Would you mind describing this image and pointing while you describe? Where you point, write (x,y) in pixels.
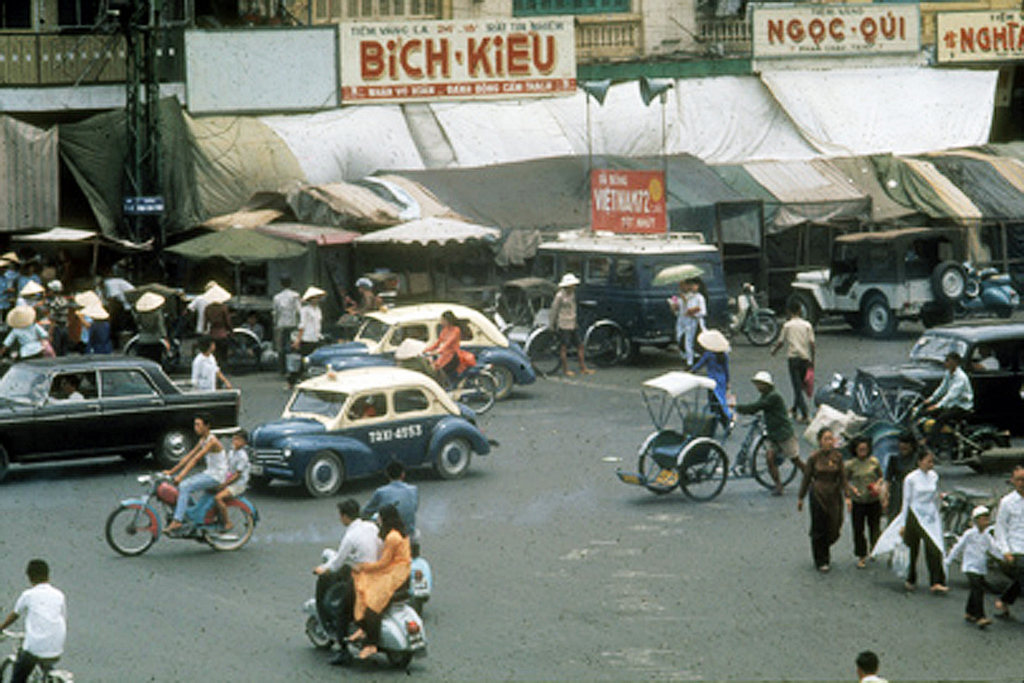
In this picture we can see a group of people (180,518) where some are riding bikes (235,496), some are walking and some are pushing rickshaw (705,424) and some are riding cars (441,406) and in background (253,212) we can see tents (321,192), building (395,6), banner (594,187) and jeep (875,262), scooter (992,278) and some persons (691,296) carrying umbrellas (677,270).
